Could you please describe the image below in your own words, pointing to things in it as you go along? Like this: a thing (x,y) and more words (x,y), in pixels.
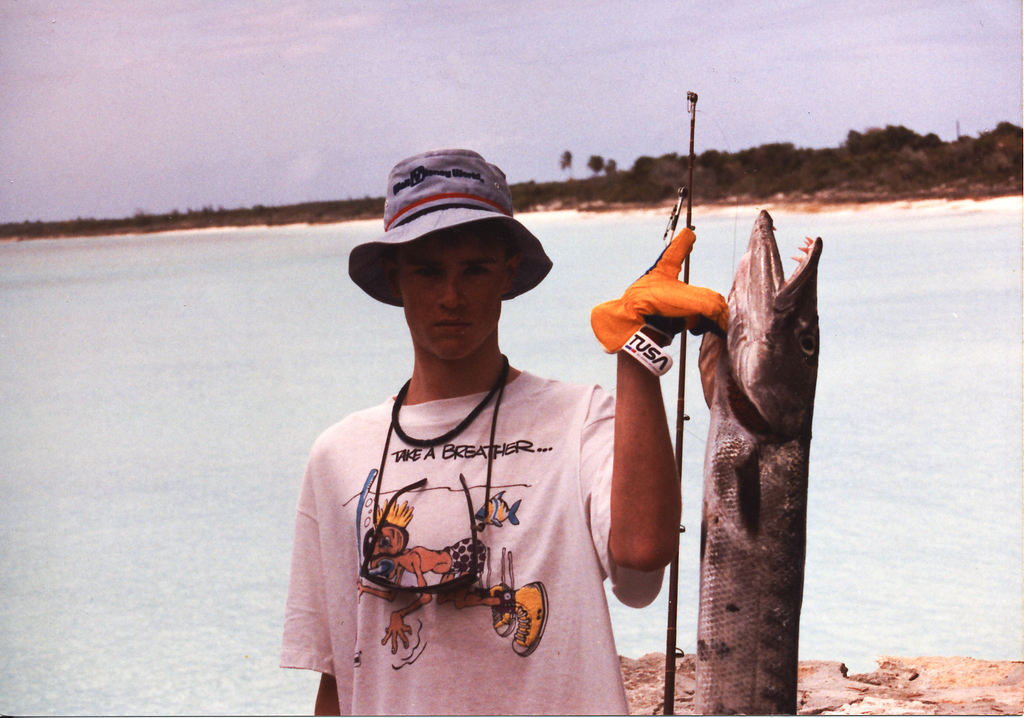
In this picture we can see a person (518,581) is standing and holding a fish (788,441), this person (521,399) is wearing a cap (545,269) and a glove (699,315), there is water (869,310) in the middle (582,300), in the background (863,171) there are some trees (850,176), we can see the sky (438,20) at the top of the picture (380,20).
